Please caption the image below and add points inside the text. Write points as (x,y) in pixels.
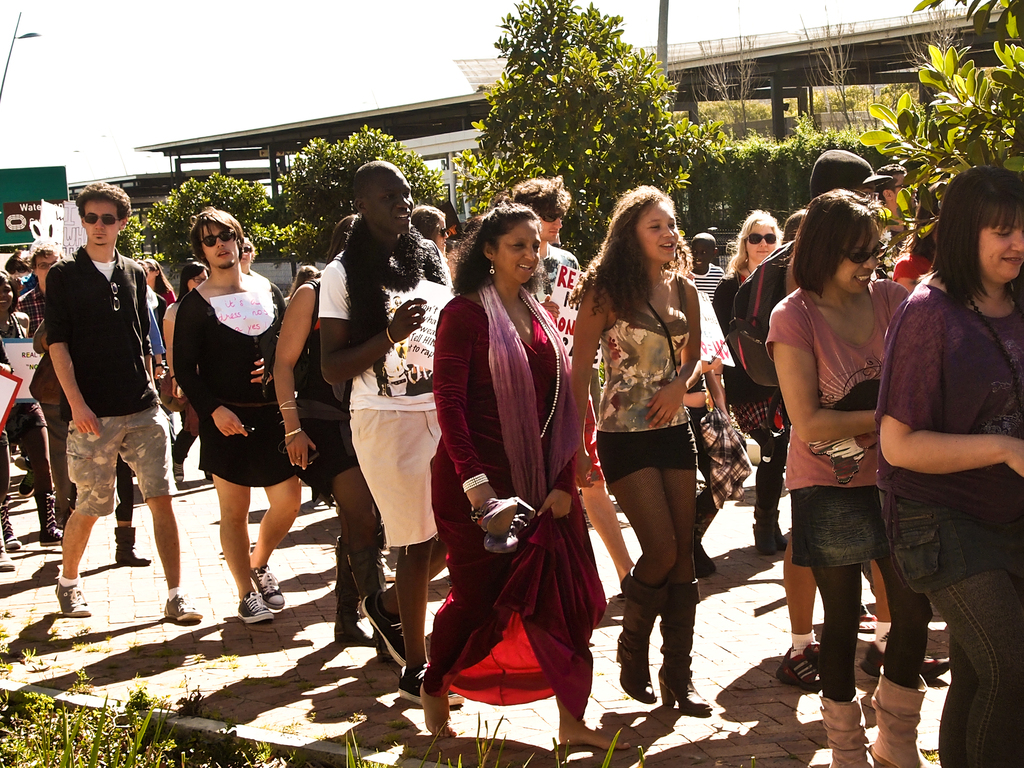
In this image there are a group of people (856,310) who are walking, at the bottom (166,729) there is grass (135,732) and a walkway (246,641). And in the background (201,157) there are some buildings (148,181), trees (959,63), poles (176,174) and some boards (49,180).
